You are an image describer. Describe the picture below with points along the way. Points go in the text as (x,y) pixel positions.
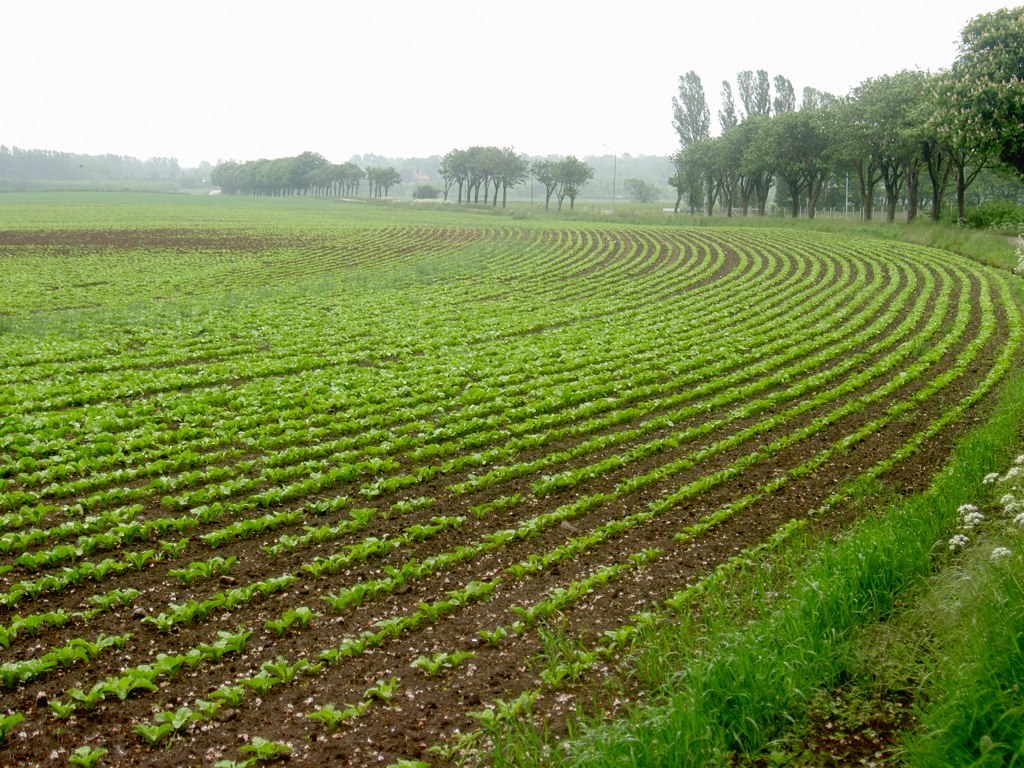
In the picture we can see a crop (209,407) with plant saplings (169,480) and around it we can see grass plants (999,612) and trees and in the background (637,175) also we can see some trees (652,181) and fog (600,178) and sky (275,108).
